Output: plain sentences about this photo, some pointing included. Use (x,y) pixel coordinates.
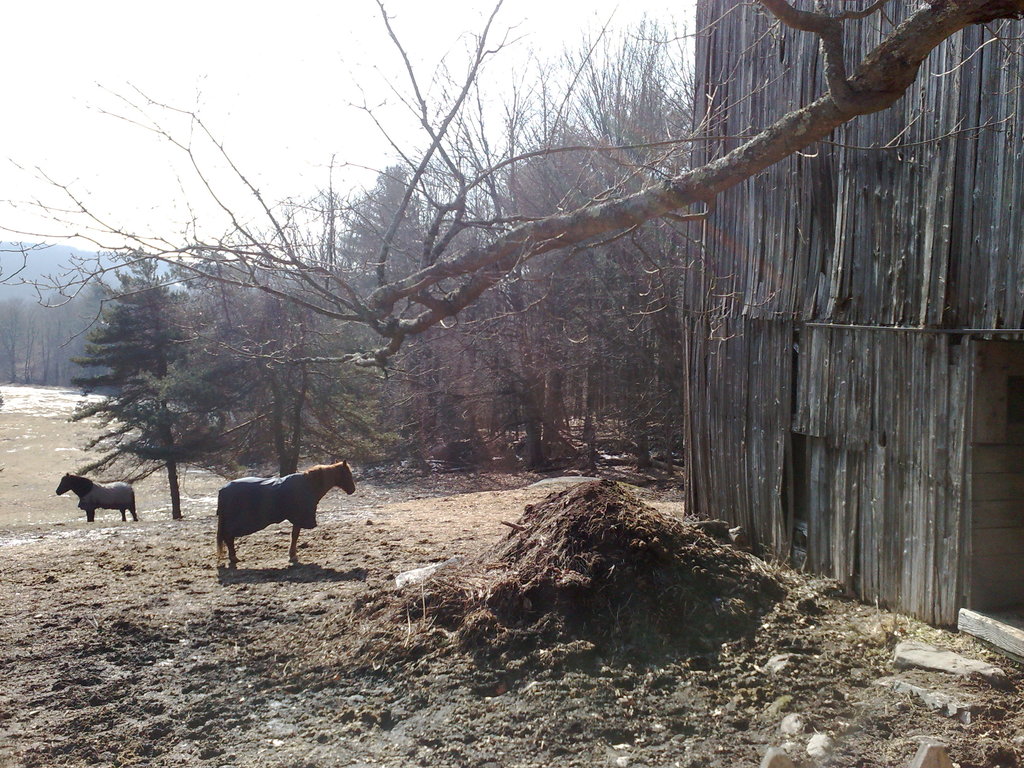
In this picture we can see two horses (246,521) in the ground (332,533). Behind we can see some trees (326,366). On the right corner (1010,160) there is a big wooden shed (923,372).
